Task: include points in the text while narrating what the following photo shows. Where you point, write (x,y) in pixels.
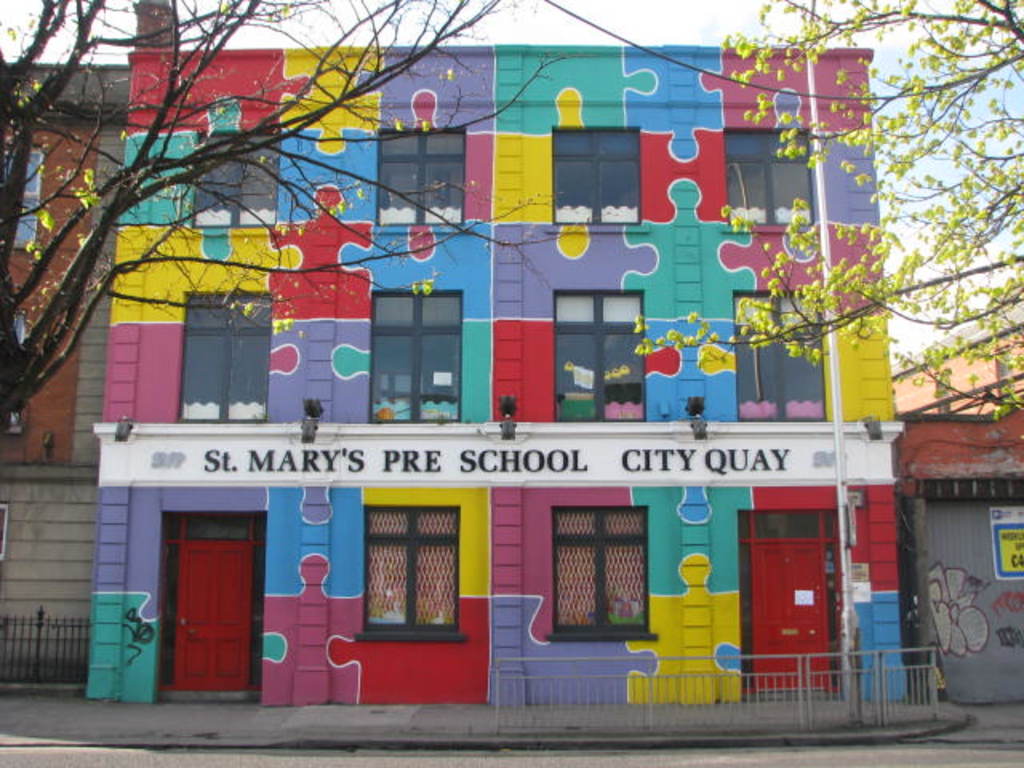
In this image in the background (442,448) there are buildings (558,475) and in the front (60,289) there are trees (78,214). In the center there is a fence (755,690) and on the building (343,325) there is a painting (348,293) and there is some text (414,457) written on the wall (681,456) of the building (694,463).
